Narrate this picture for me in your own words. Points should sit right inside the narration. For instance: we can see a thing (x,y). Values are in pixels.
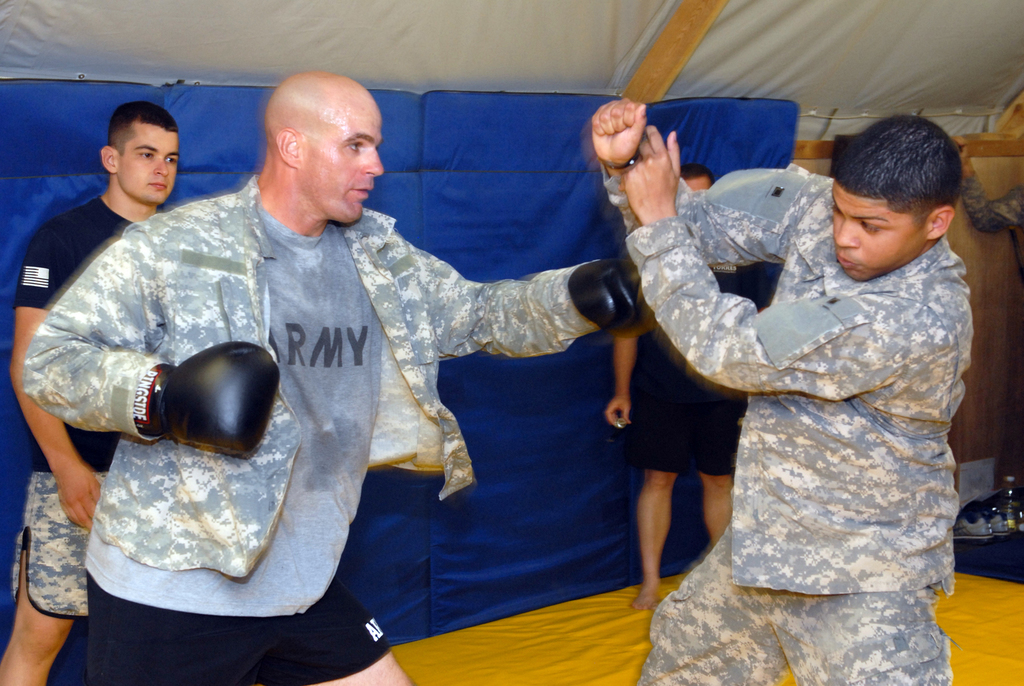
In this picture there is a person (334,343) standing and wearing two boxing gloves (261,376) and there is another person (822,314) standing in front of him in the right corner (847,338) and there are two persons (150,176) standing behind them and the background (527,165) is in blue color.
